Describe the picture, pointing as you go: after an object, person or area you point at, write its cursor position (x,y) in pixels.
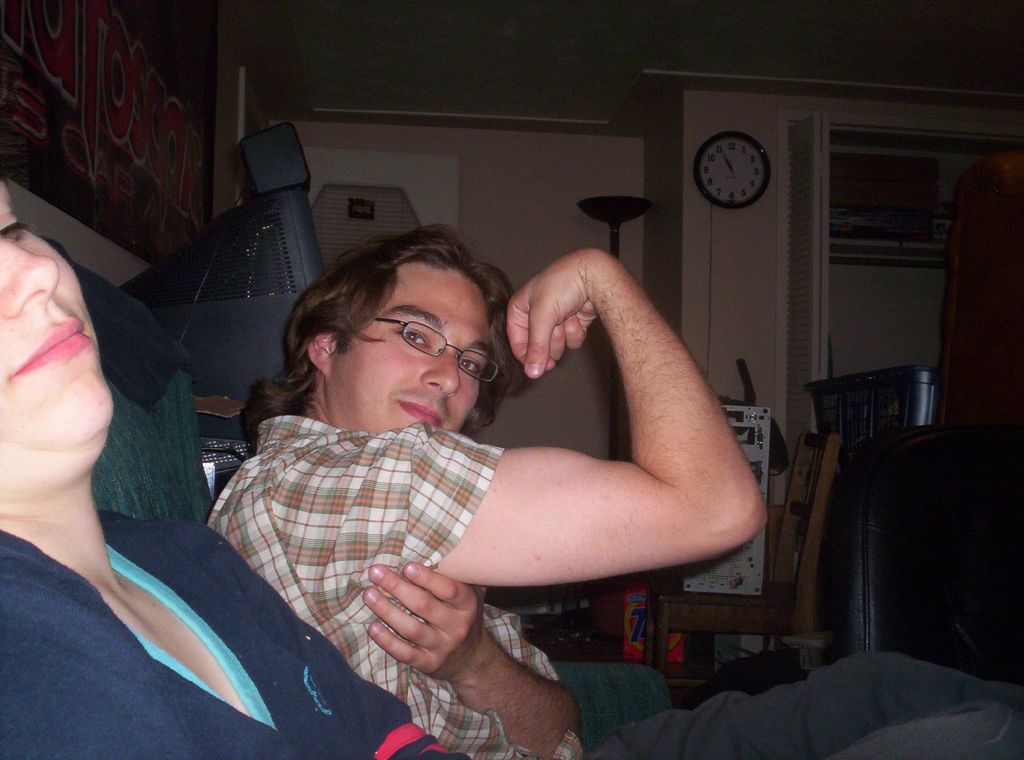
This picture shows a couple of them (264,557) seated and we see a chair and a box (744,430) on it and we see a wall clock (727,131) and a stand light (608,202) and we see a television (273,335) and a plastic tub (812,389) and men (597,516) wore spectacles (398,319) on his face (418,351) and he is showing his arm (508,535) by lifting the hand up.
